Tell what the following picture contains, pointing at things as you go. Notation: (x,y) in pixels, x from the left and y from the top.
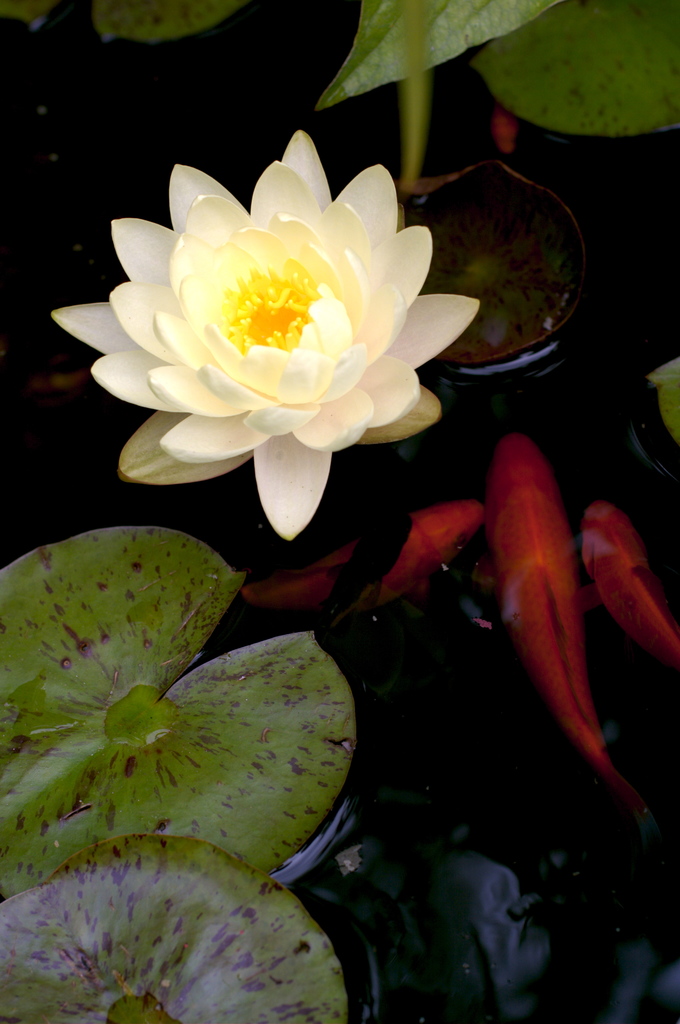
In this image, there are leafs (203,861) on the water (362,660). There is a lotus (305,310) in the middle of the image (355,392).
